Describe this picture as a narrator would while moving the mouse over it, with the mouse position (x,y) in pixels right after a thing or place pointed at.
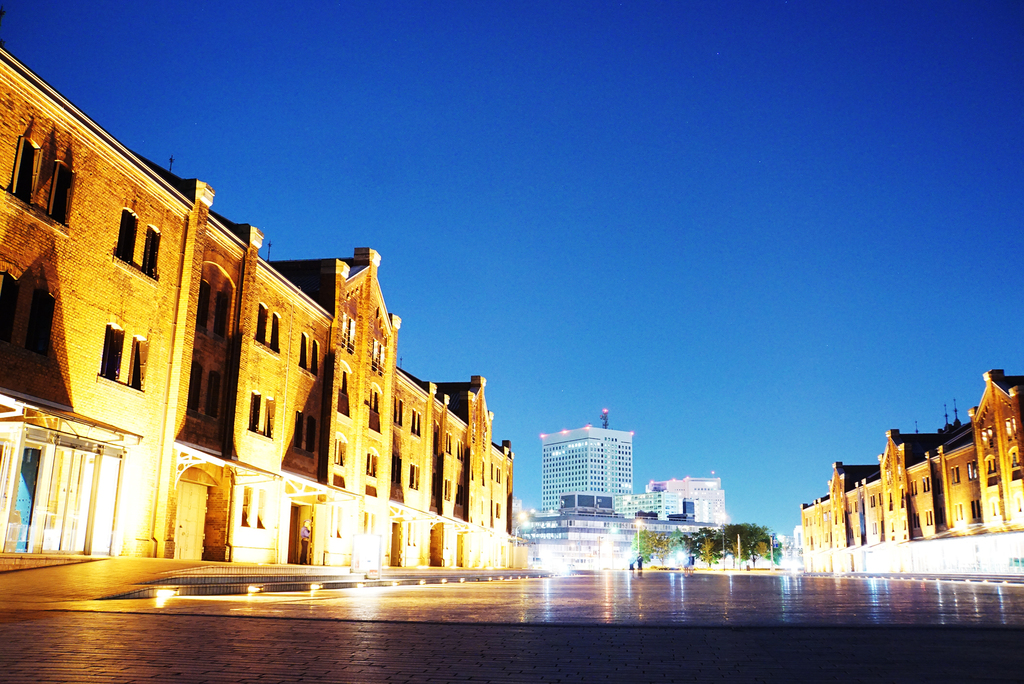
In this image I can see buildings (429,464) and lights (730,572). In the background (659,552) I can see trees (701,553) and the sky (697,258).
